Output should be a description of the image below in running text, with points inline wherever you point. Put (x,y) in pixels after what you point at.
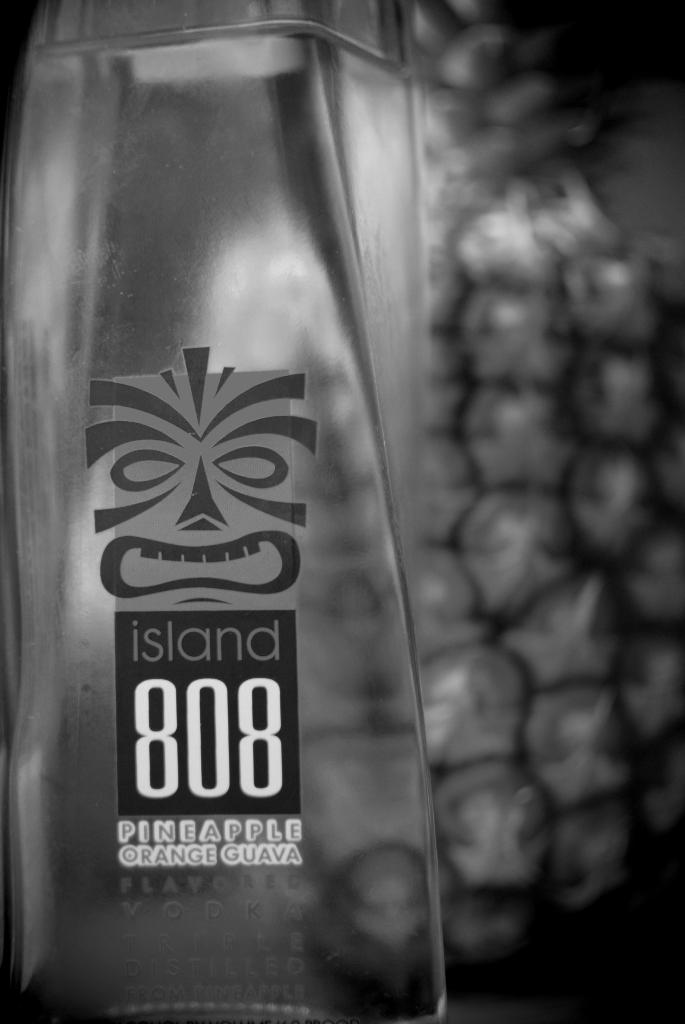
Here we can see a bottle (303,211) on the ground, and a label (267,646) on it.
